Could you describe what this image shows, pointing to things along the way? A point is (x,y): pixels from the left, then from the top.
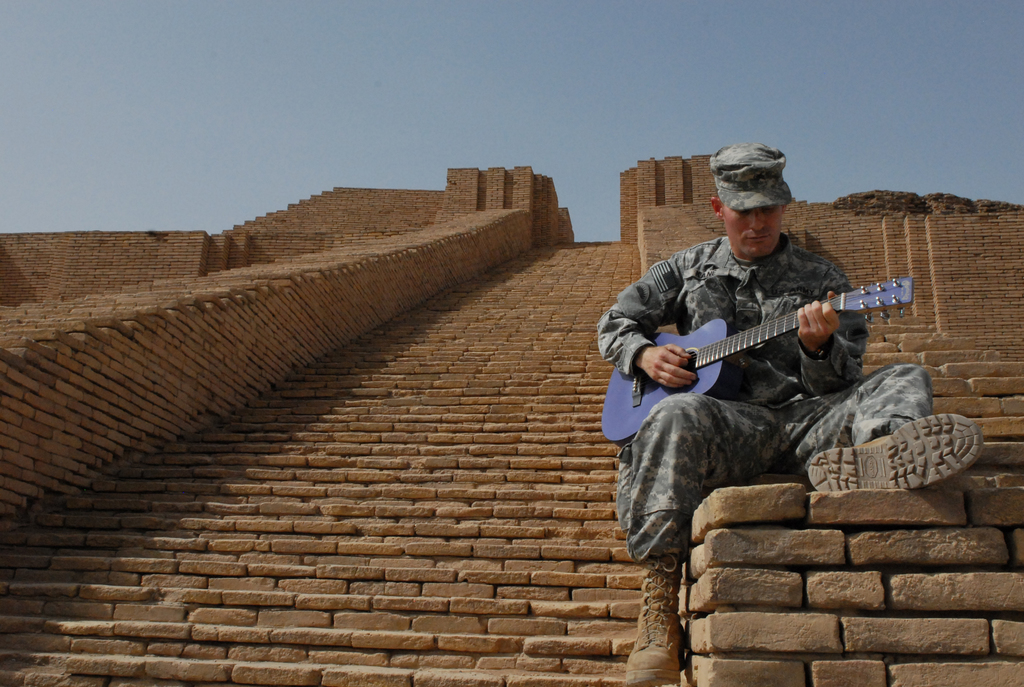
In this image in front (770,363) there is a person (737,328) sitting on the brick wall (745,548) by holding the guitar (870,297). Beside him there are stairs (374,509). On the backside of the image (358,242) there is a brick wall (377,219). In the background of the image (338,96) there is sky (245,105).
